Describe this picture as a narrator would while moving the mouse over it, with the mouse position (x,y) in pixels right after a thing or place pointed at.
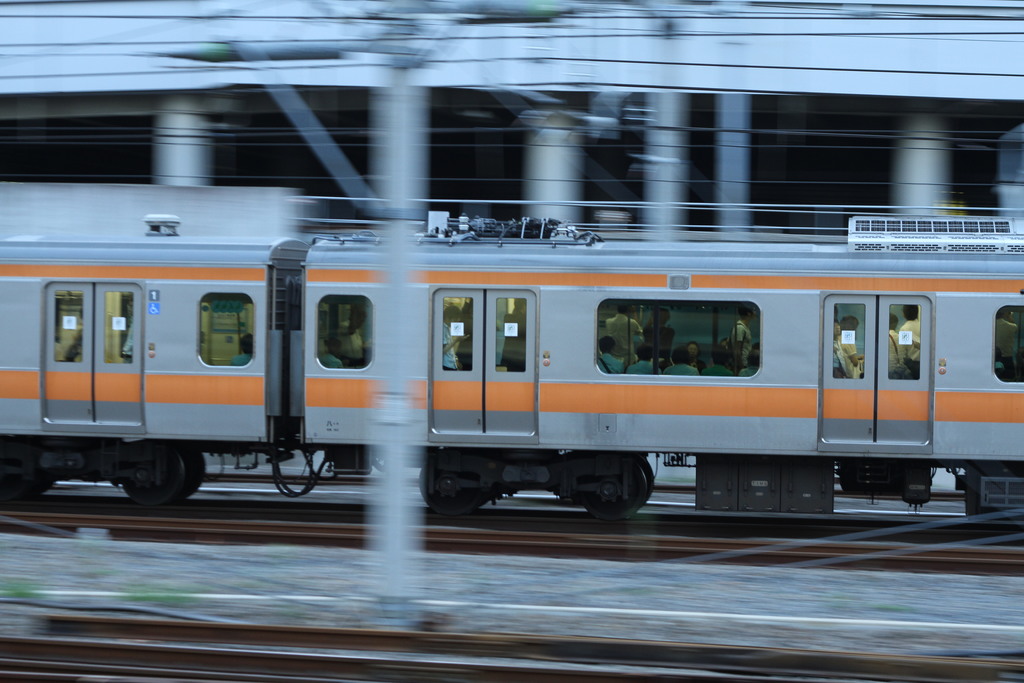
In this picture, there is a train (329,389) on the track (475,541). The train (444,405) is in grey and orange in color. In the train (497,391) there are people (503,311). At the bottom (383,642), there is another track (423,682).
